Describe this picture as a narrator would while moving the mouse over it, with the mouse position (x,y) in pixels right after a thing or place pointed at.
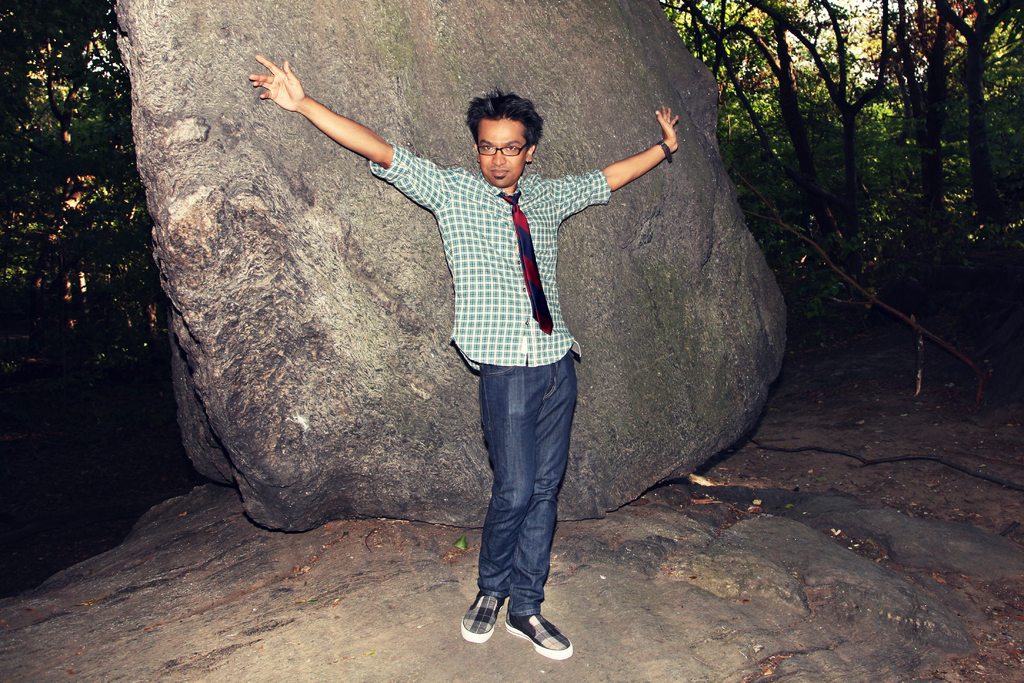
In the image there is a man (505,429) standing on the rock (557,622) and he kept spectacle (503,149) and there is a watch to his hand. Behind him there is a rock (654,59). And in the background (49,170) there are trees (49,170).
